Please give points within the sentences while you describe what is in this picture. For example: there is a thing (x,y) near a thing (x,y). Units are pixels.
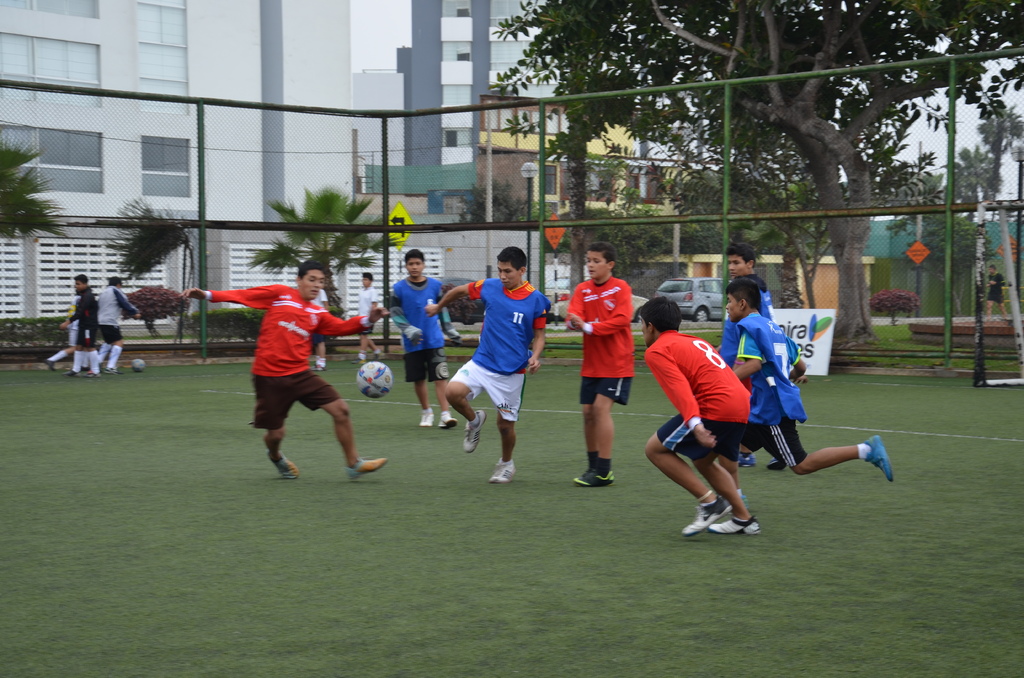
In this picture we can see a group of people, advertisement board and balls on the ground (476,507) and in the background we can see buildings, trees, vehicles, sky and some objects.
